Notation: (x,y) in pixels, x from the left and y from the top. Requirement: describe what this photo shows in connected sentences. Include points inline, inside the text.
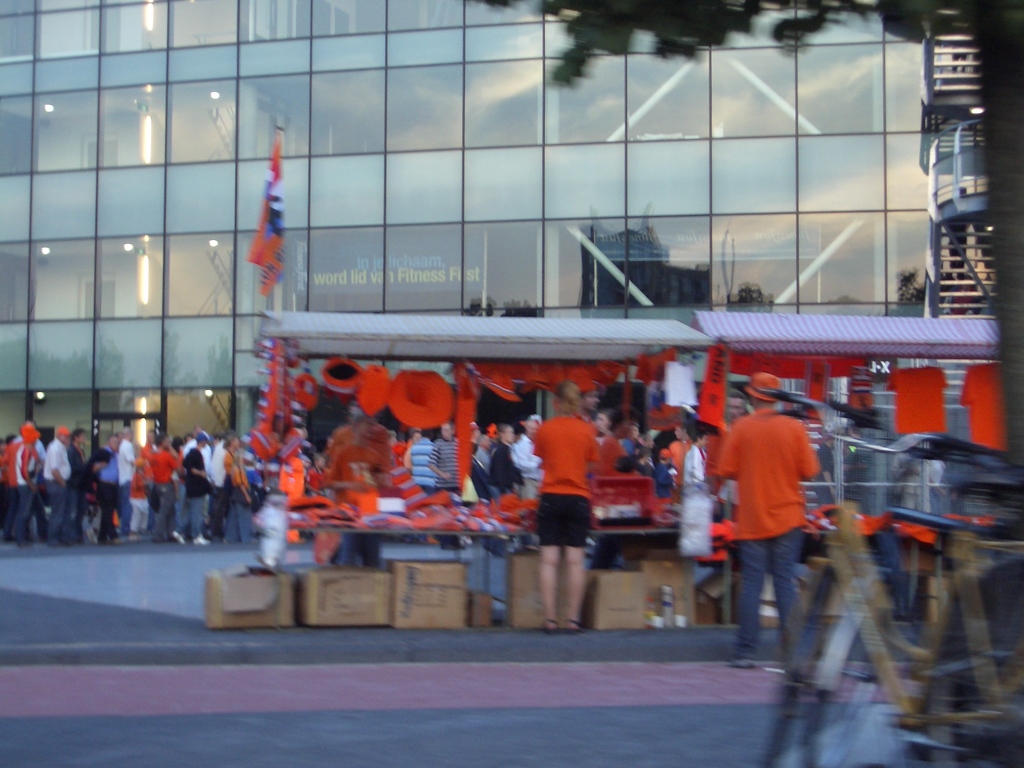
In this picture I can see the stalls (341,422). I can see a number of people (348,476) on the surface (414,633). I can see the building (476,176) in the background (419,202). I can see the bicycles (809,615) on the right side (824,616).
